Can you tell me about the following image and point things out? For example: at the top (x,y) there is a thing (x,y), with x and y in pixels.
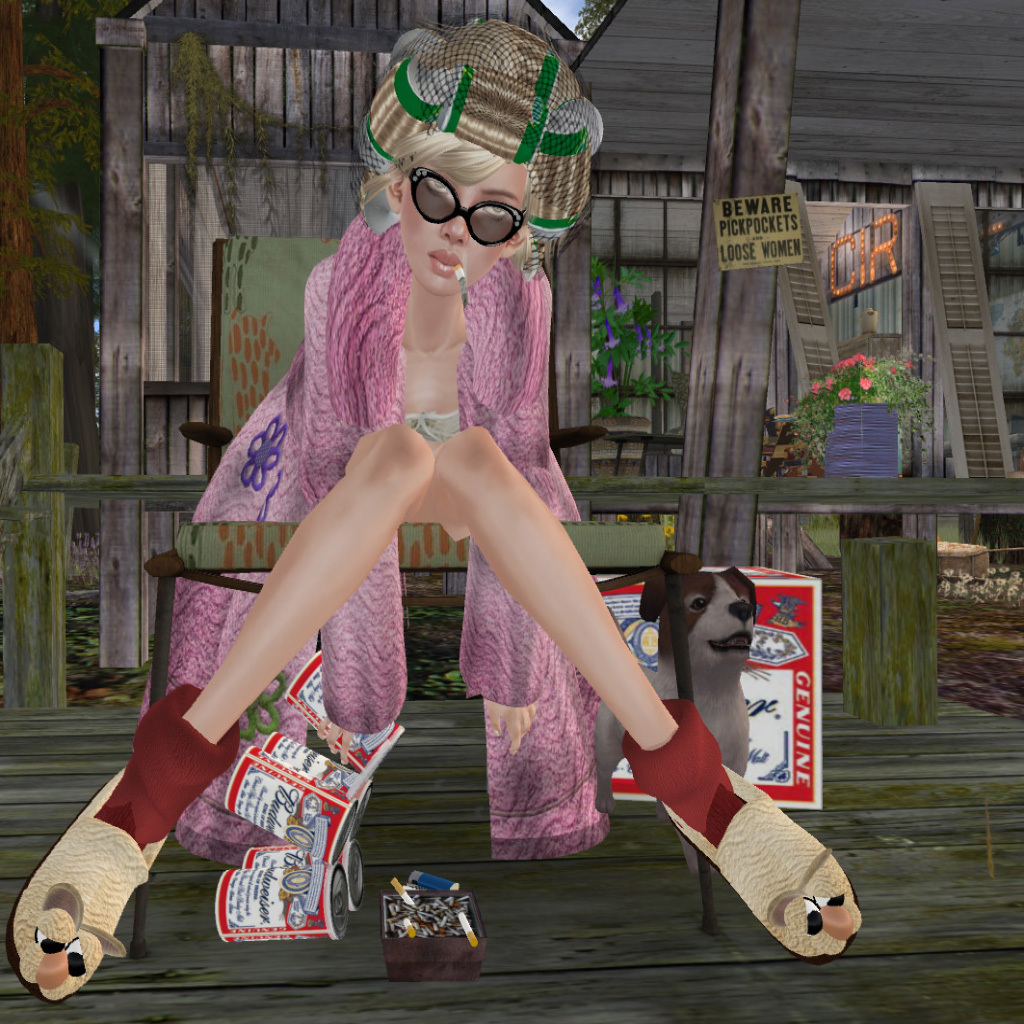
In this image we can see an animated picture of a woman (473,445) sitting on a chair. In the foreground of the image (461,951) we can see a bowl (429,945). On the right side of the image (728,683) we can see a dog (742,715) and a box (801,785) on the ground (886,980). In the background (904,413), we can see group of plants (858,399), sign board (744,233) with some text (749,250), building (237,0), group of trees (72,101) and the sky (560,14).
